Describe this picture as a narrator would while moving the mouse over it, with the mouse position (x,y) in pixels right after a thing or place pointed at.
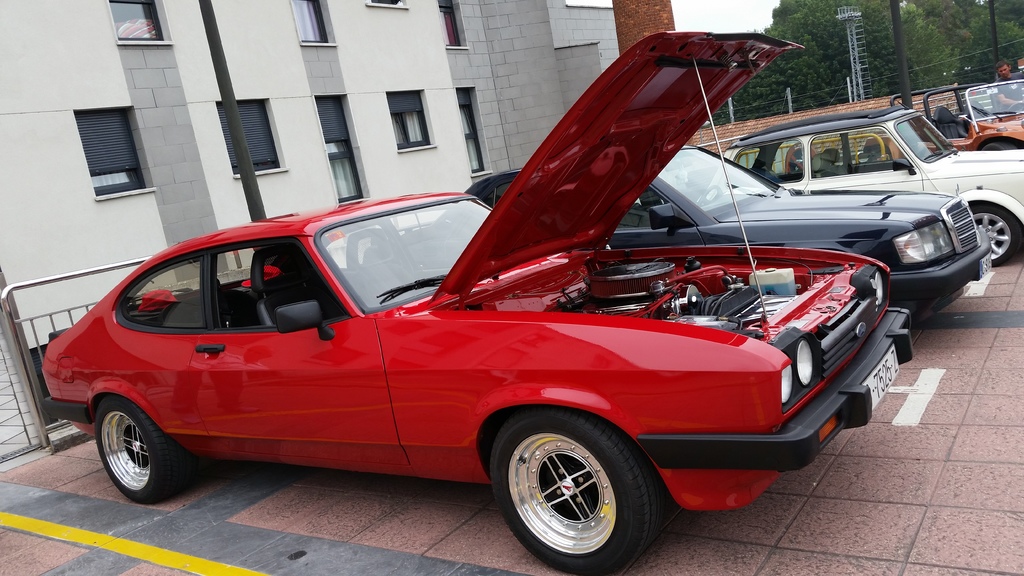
This is an outside view. Here I can see few cars (357,443) on the ground (171,541). In the background (237,83) there is a building (464,42), trees (819,45) and some poles (904,62). At the top (724,9) I can see the sky (707,17). On the left side (28,381) there is a railing (26,390) which is placed on the floor (39,469).
